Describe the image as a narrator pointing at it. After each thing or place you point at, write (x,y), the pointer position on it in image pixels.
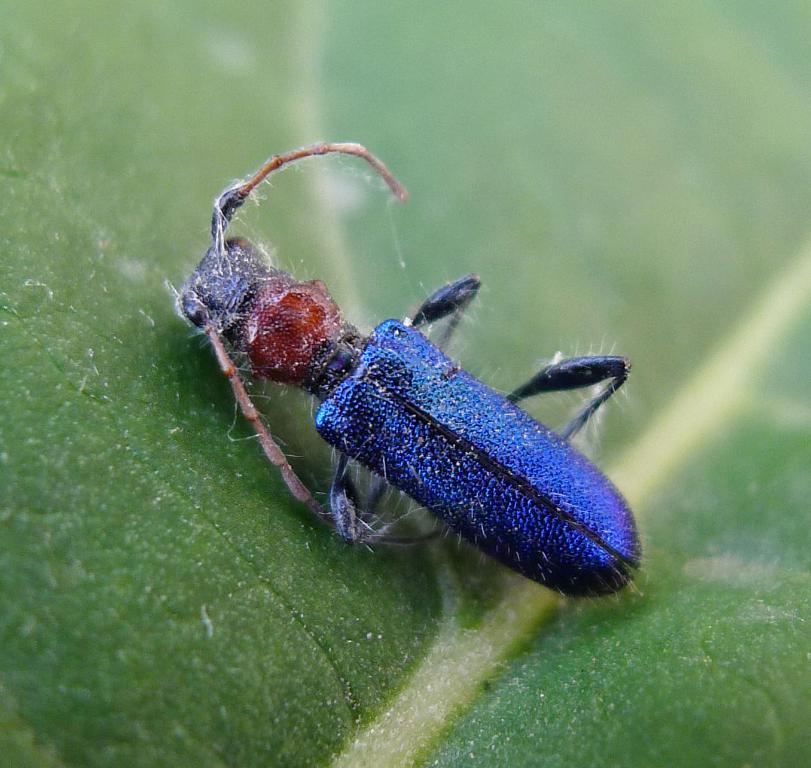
In this image there is an insect (384,401) on a leaf (289,592).
